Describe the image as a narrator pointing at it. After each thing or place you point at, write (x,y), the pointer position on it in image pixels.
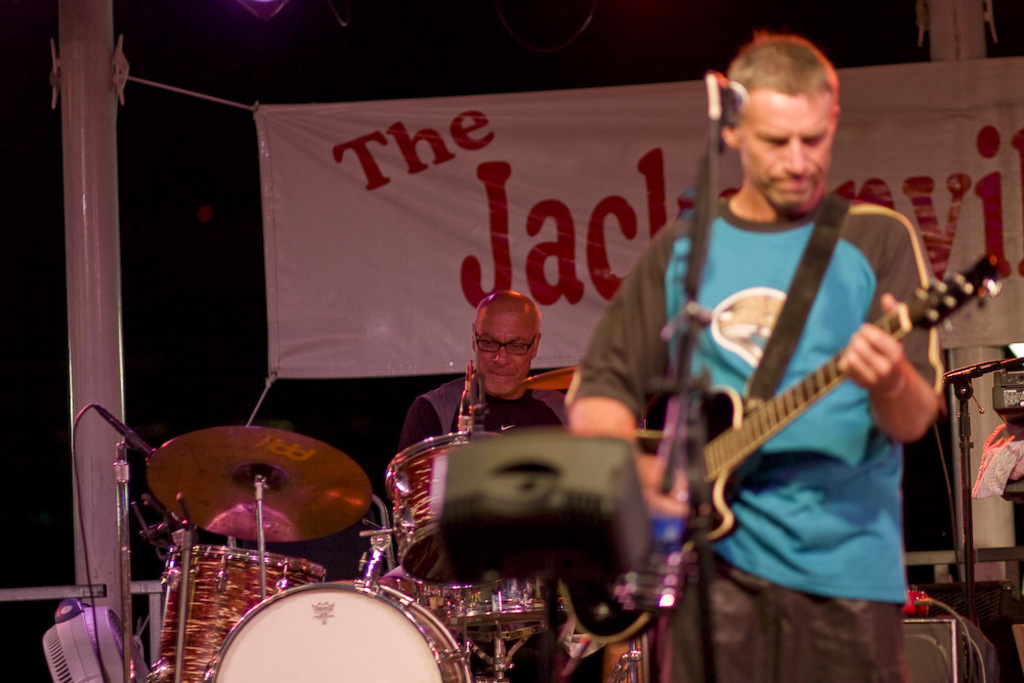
In this image there are two men (807,91) playing guitar (569,595) and drums (504,593). In the front (776,449), the man (825,468) wearing blue t-shirt (773,476) is playing guitar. In the back (451,388), the man (453,415) sitting is playing drums (276,528). In the background (579,253), there is a banner (316,149).
